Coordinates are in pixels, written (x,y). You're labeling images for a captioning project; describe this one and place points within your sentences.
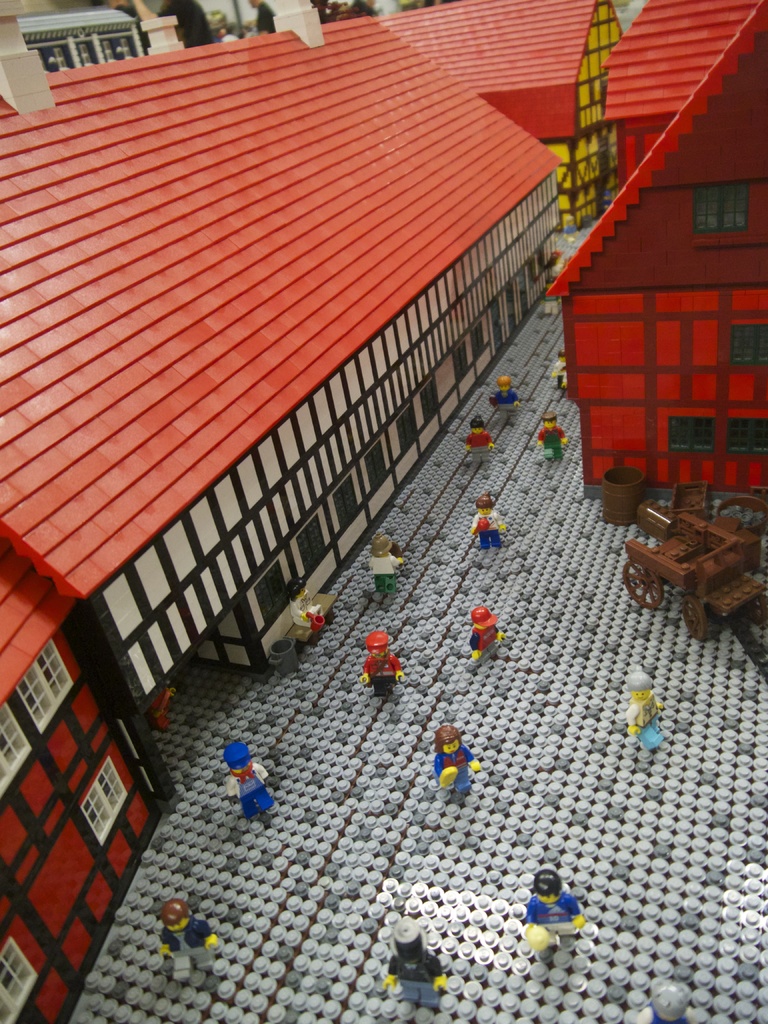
In this image, I can see a LEGO puzzle (277,154) of buildings (537,133), people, wheel cart (644,572) and few other objects (302,631).
